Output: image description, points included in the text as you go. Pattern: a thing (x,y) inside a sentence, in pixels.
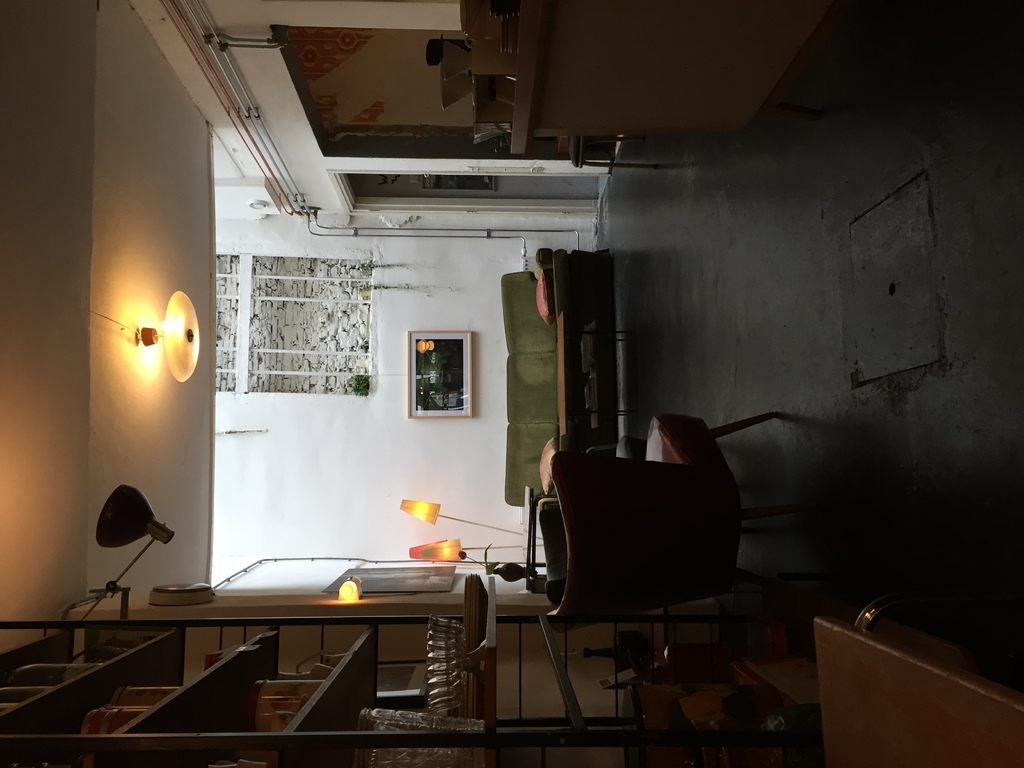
This picture shows a chair (656,523) and a sofa (558,412) and we see a photo frame (447,333) on the wall (433,527) and we see few lights (428,556) and a light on the roof (146,401) and few jars (133,698) and glasses (432,687), Bottles (86,661) in the rack (249,695) and we see couple of tables (823,723) and few bowls (446,52) on one of the table (661,47).
